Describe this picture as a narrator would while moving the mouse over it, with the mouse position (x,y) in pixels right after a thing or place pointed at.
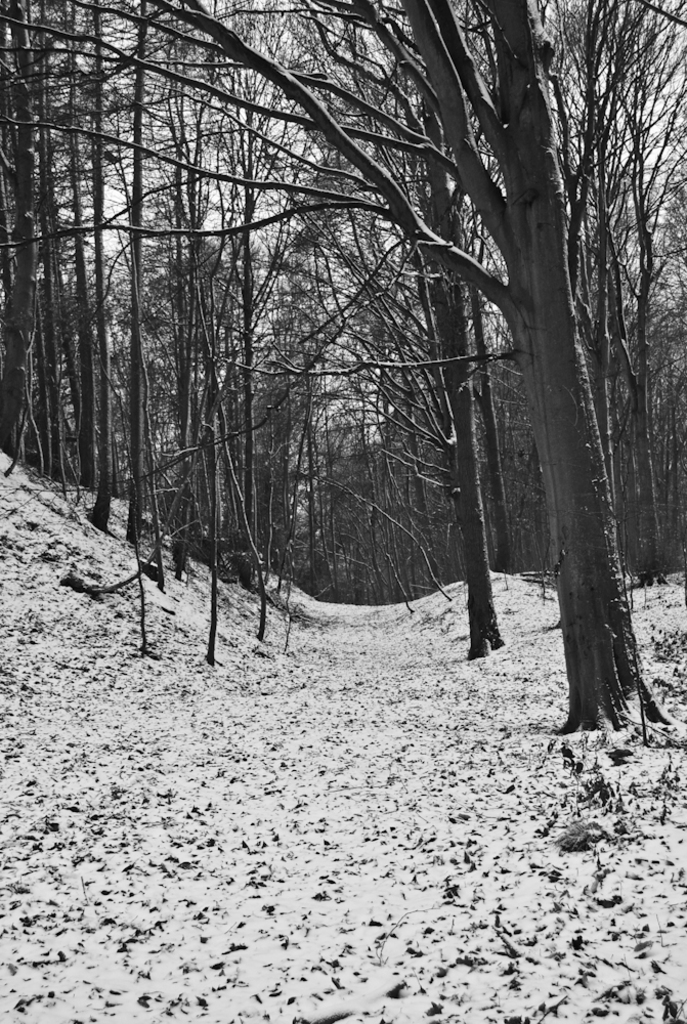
In the given image, I can see numerous trees (529,302) and this place (628,820) looks like ice land (28,580) and ground (527,608) is full filled with ice (200,795), snow (111,709) and here between the trees (384,552) we can also see the route (395,636).
